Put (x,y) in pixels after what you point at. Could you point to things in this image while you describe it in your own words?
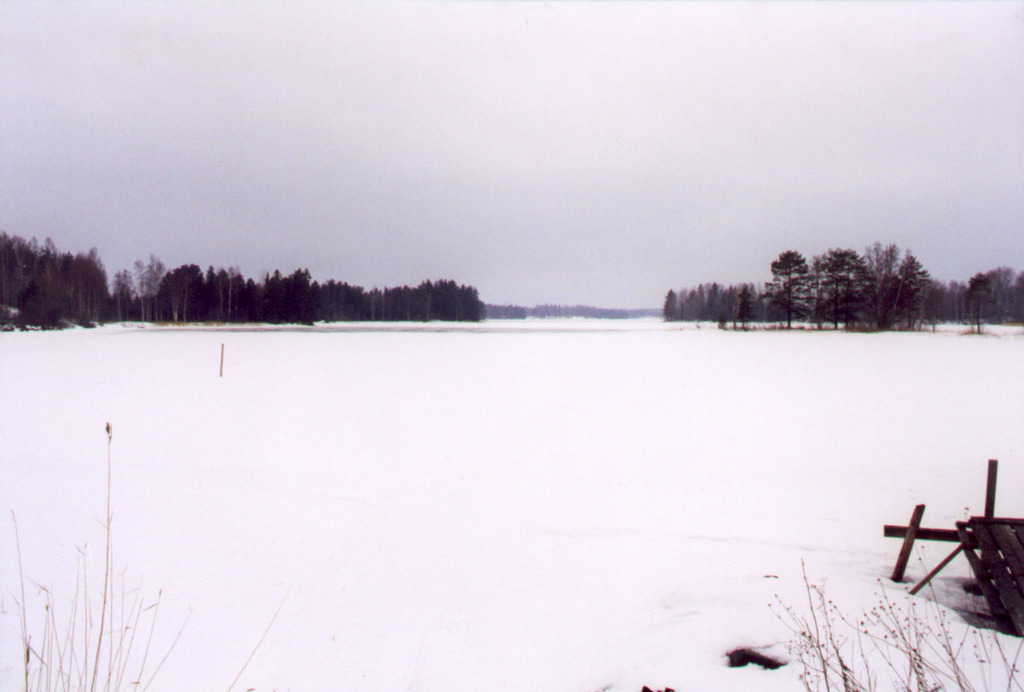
In this picture we can see full of snow (362,358), around we can see some trees (149,302).
